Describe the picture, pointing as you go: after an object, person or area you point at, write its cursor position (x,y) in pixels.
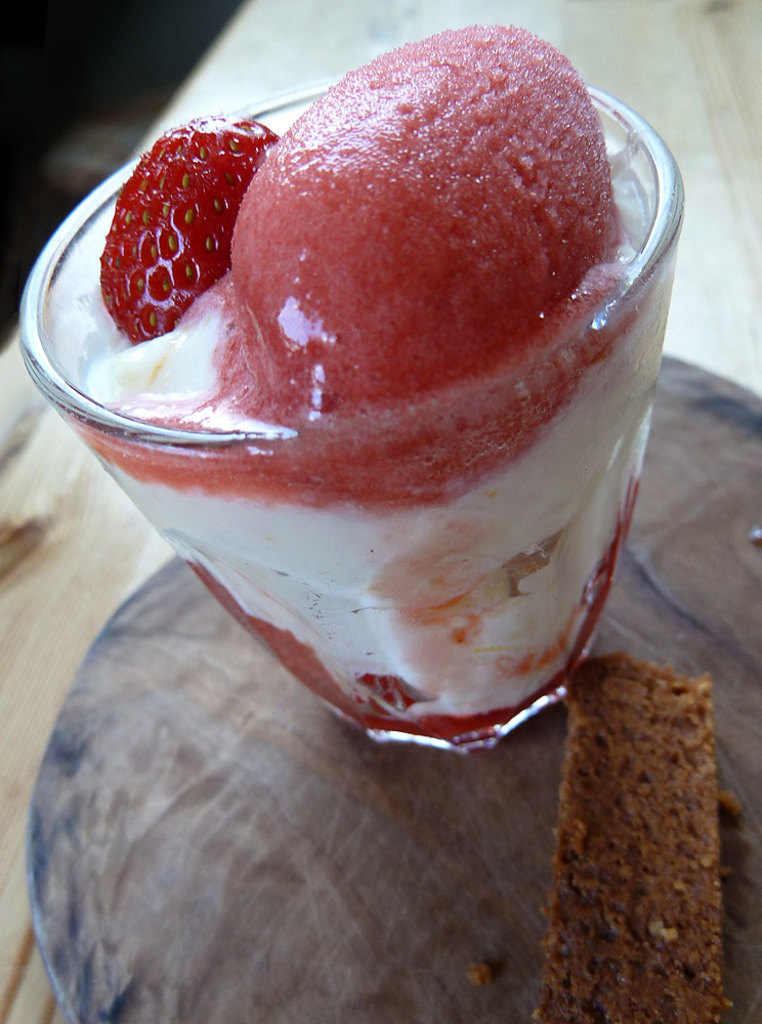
In this image we can see dessert (328,420) in a glass (520,473) placed on the table (8,846).
